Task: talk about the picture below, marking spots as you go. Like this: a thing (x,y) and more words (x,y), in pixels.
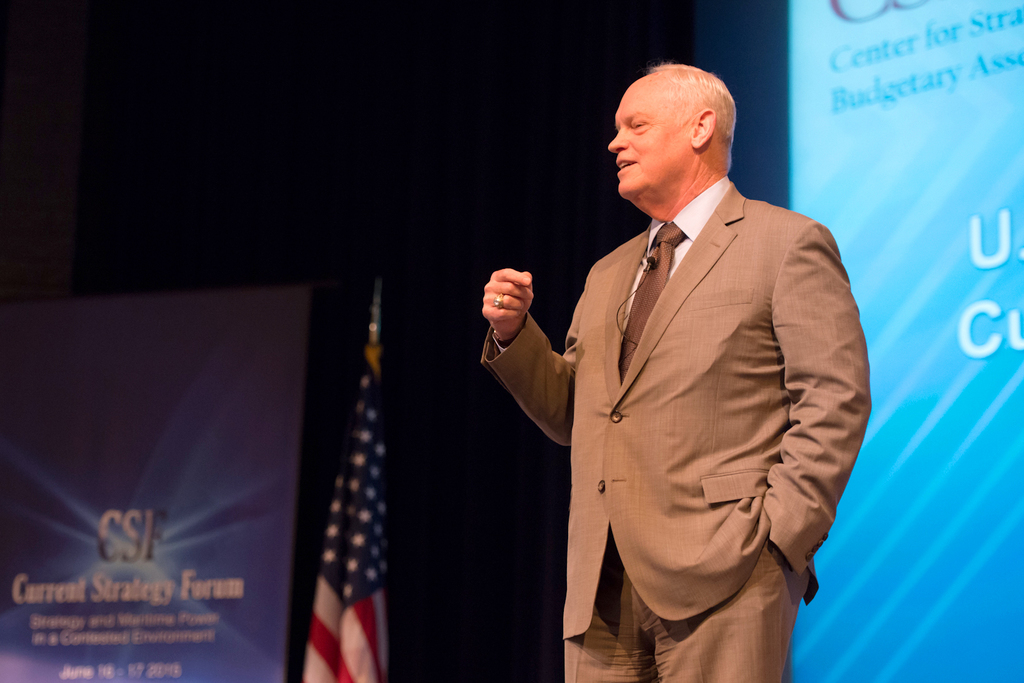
In this image we can see a man (657,235) is standing. He is wearing a suit (729,437). In the background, we can see a screen (1001,127), a banner (177,362) and a flag (331,530).
